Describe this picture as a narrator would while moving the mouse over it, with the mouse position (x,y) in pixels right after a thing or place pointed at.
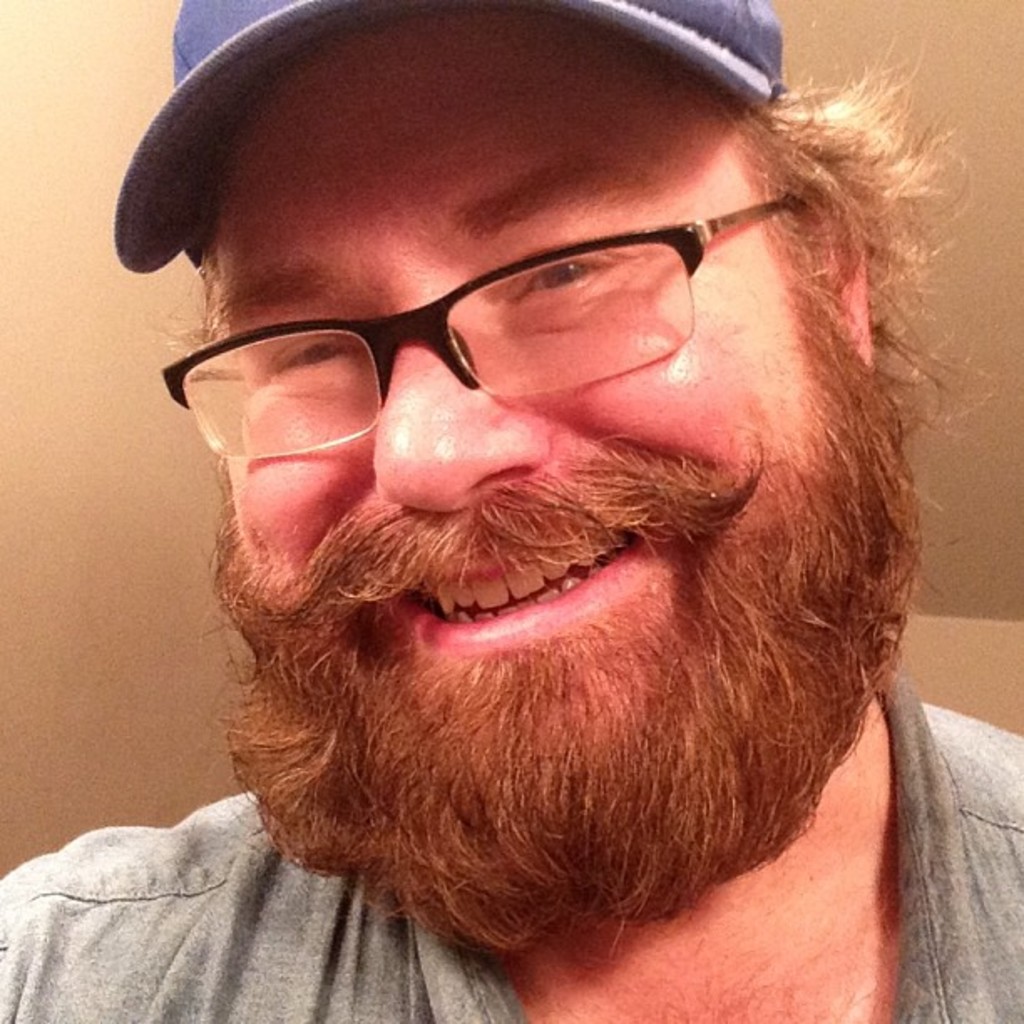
In this picture we can see a man (538,508), he is smiling, he wore spectacles (565,372) and a cap (541,3).
